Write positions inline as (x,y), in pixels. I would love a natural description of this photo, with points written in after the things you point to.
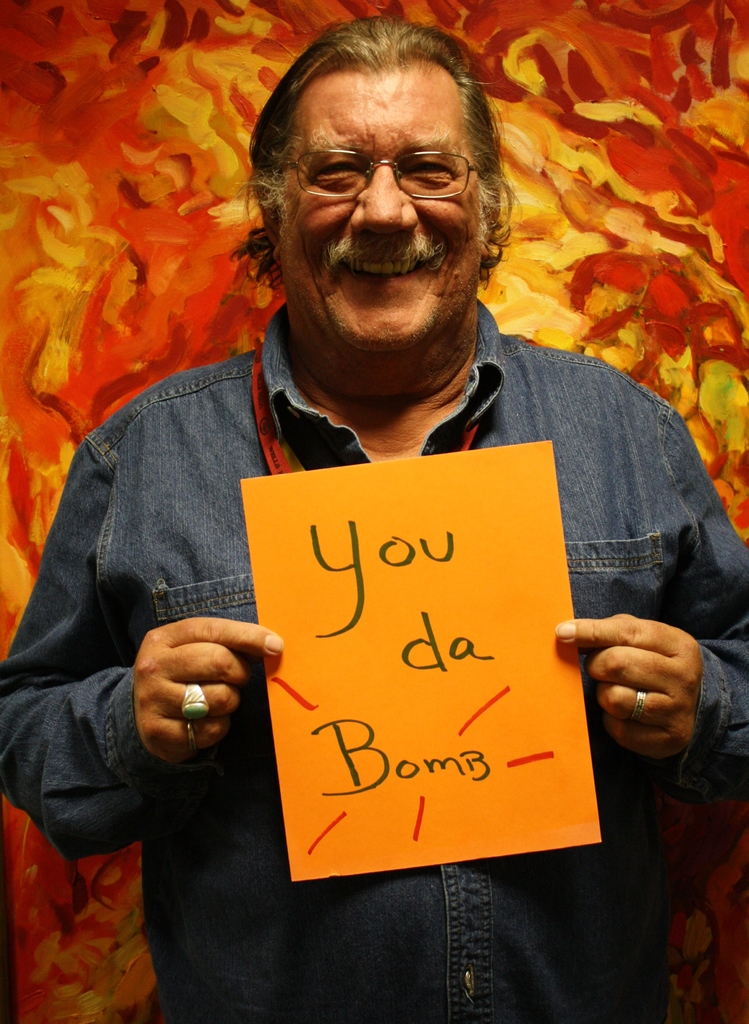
In this image, we can see a man (590,490) standing and holding a board (496,819) in his hand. On the board (498,656), we can see some text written on it. In the background (459,34), we can also see orange color and yellow color.
